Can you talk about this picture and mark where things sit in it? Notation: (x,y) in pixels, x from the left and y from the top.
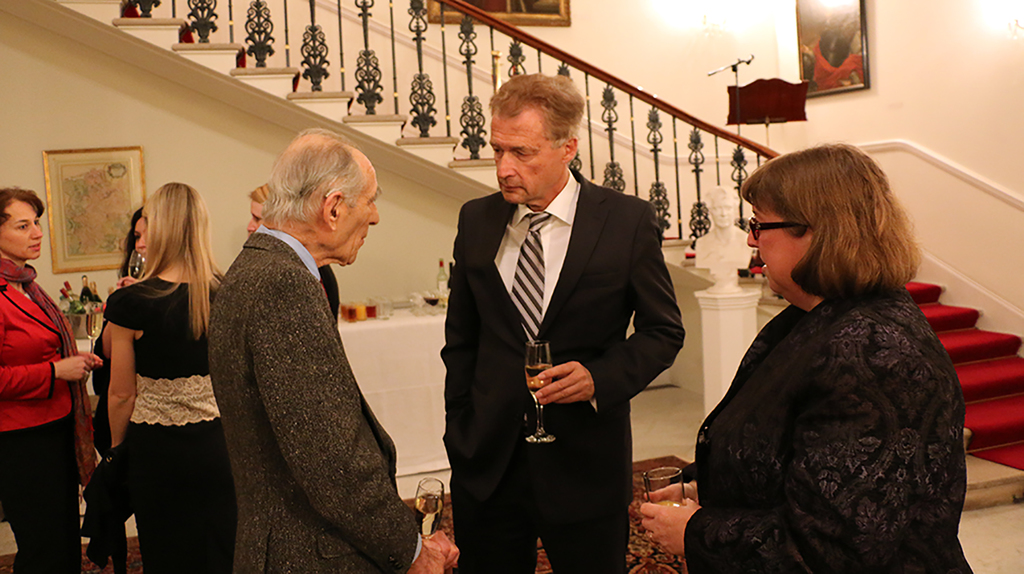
This picture shows an inner view of a building (349,26). There is a staircase (473,124), there are three frames (110,165) hanging on the wall (732,77) and two stands (757,103). There is a light (1000,23) attached to the wall (1016,48) and One statue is there. There are seven persons (498,416), two men (368,473) and five women (151,445), all are holding drink glasses (89,316). There is a table (415,332) covered with white cloth (432,317) and drink bottles (441,292), glasses (357,309) and some objects (84,329) on the table (402,367). One carpet (641,476) is on the floor (663,429).
